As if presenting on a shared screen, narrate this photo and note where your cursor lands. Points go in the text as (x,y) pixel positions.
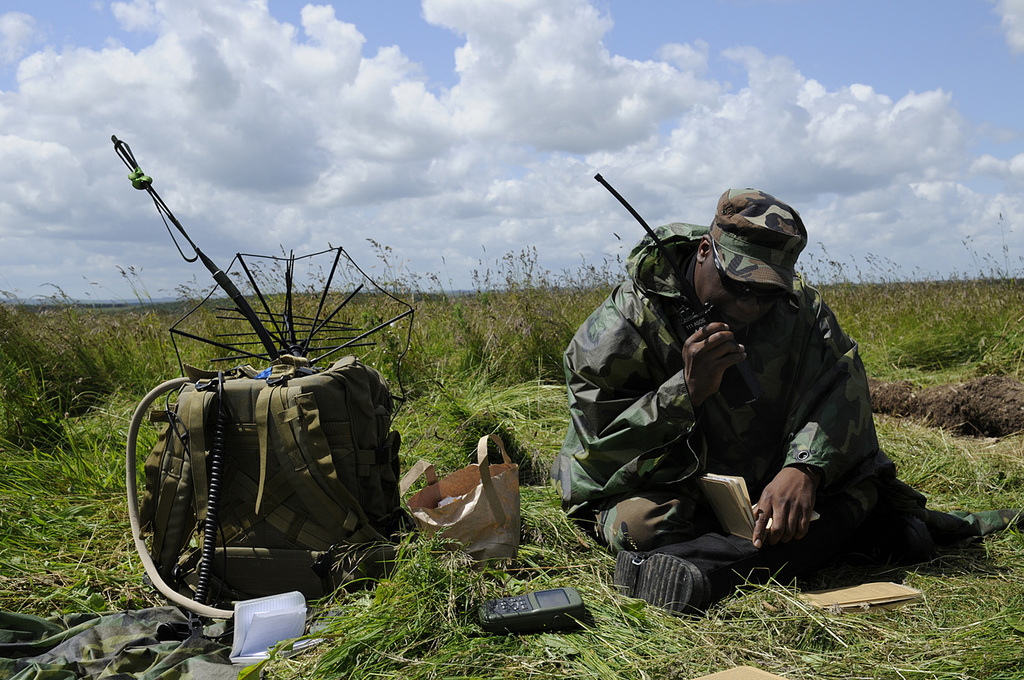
In this image I can see a person (648,454) wearing a Army uniform (645,415), a cap (753,246) and shoes (683,563) sitting on the grass (587,573) holding a book (735,522) and a walkie-talkie (712,321) in his hand (721,336). I can see a gadget (539,609), few papers (278,635) and a bag (236,476) beside him. In the background (582,212) I can see the sky (844,63), clouds (591,125) and the grass (483,365).
